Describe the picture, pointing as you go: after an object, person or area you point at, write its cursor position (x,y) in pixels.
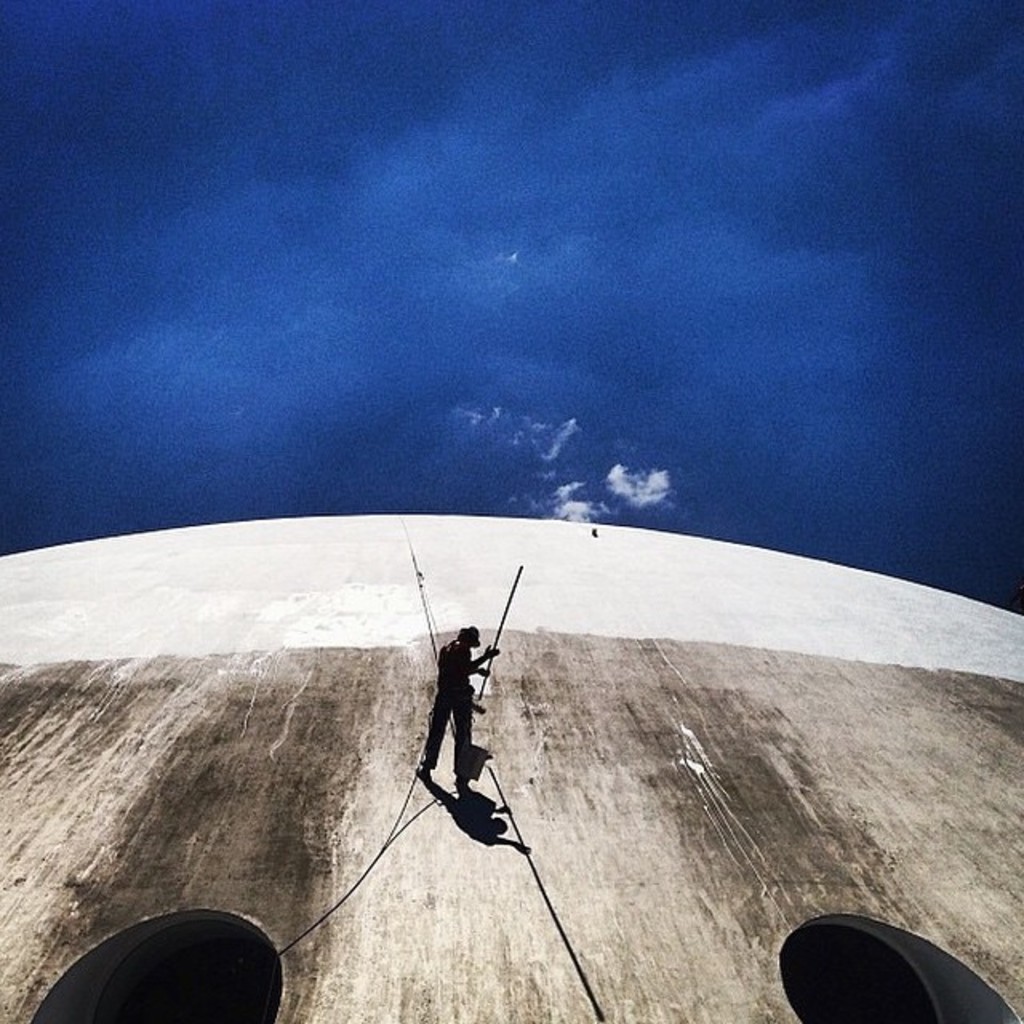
There is one man (459,739) present on the wall (483,734) and holding a stick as we can see at the bottom of this image (429,764). The sky (530,507) is in the background (544,421). We can see two holes (907,1019) at the bottom of this image (215,1007).
